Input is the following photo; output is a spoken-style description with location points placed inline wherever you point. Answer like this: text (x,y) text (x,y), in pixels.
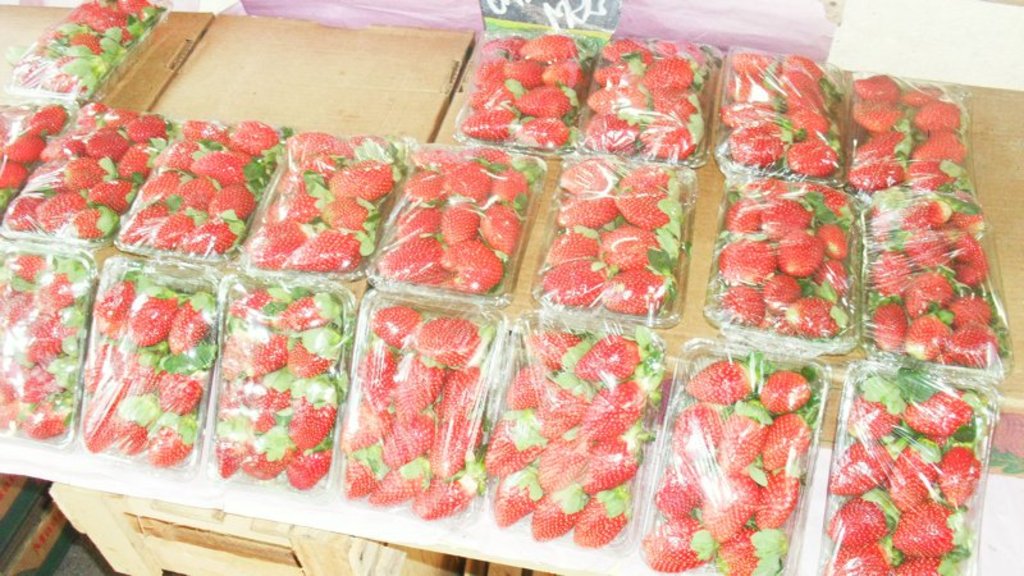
In this image we can see strawberries (329,208) arranged in boxes (249,375). At the bottom of the image (210,518) there are wooden boxes (118,517).
